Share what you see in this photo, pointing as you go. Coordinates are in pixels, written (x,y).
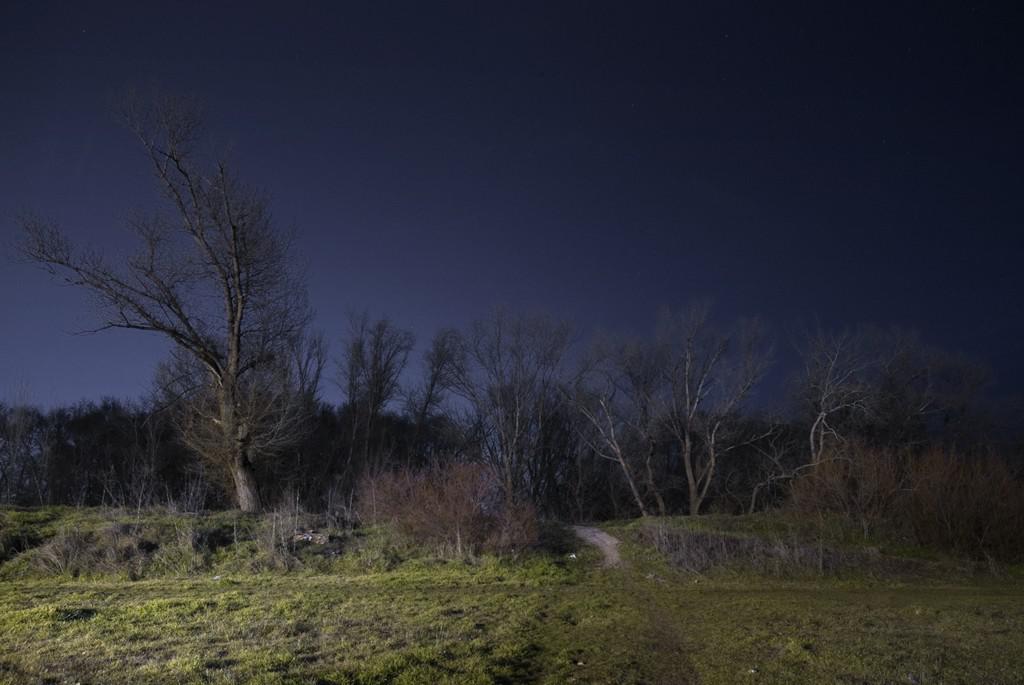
In the background (640,123) we can see the sky (640,123) and the trees (806,443). At the bottom portion of the picture (162,652) we can see the green grass (515,644).
